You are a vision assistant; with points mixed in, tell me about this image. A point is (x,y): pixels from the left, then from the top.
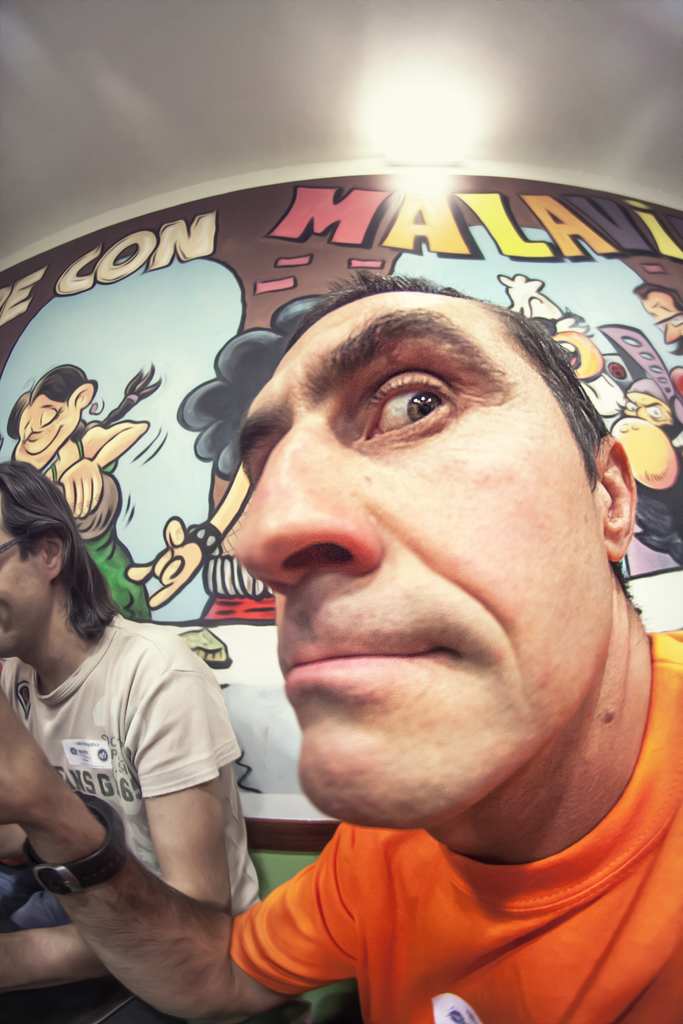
In this image, on the right side (588,691), we can see a man (624,874) wearing an orange color shirt (640,892). On the left side (162,784), we can also see another person (157,672) wearing a cream color shirt (180,672). In the background (188,343), we can see a board (306,250) with some picture (202,454) and some text (108,276) written on it. At the top (306,17), we can see a roof (280,31).
